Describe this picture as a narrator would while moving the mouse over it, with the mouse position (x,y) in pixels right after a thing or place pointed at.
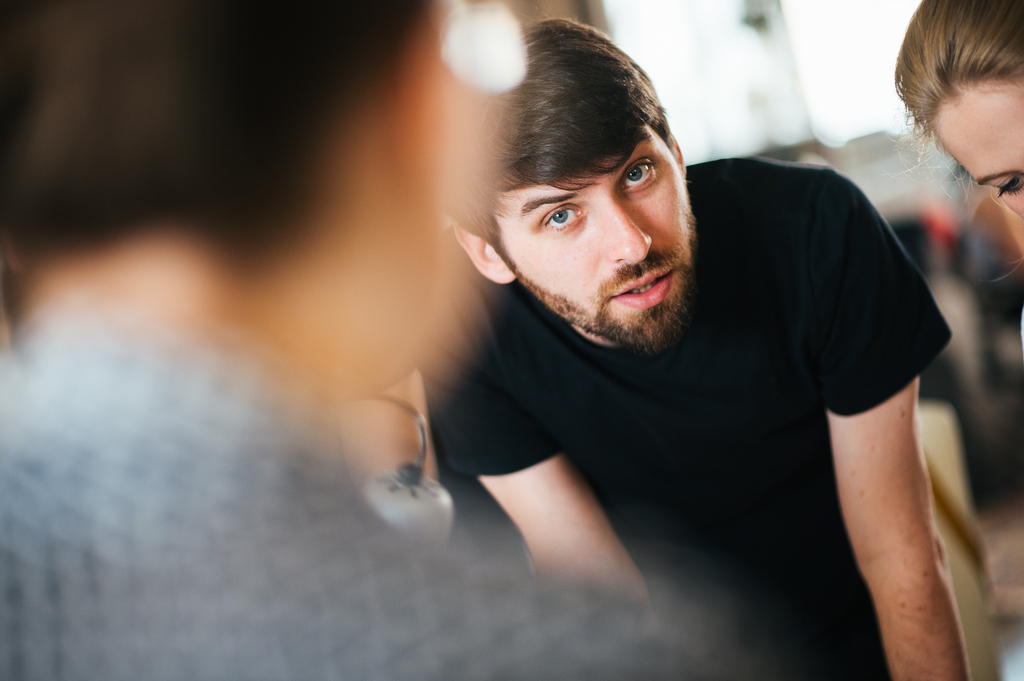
In this picture we can see people (635,463) and in the background (970,259) we can see some objects (955,256) and it is blurry.
